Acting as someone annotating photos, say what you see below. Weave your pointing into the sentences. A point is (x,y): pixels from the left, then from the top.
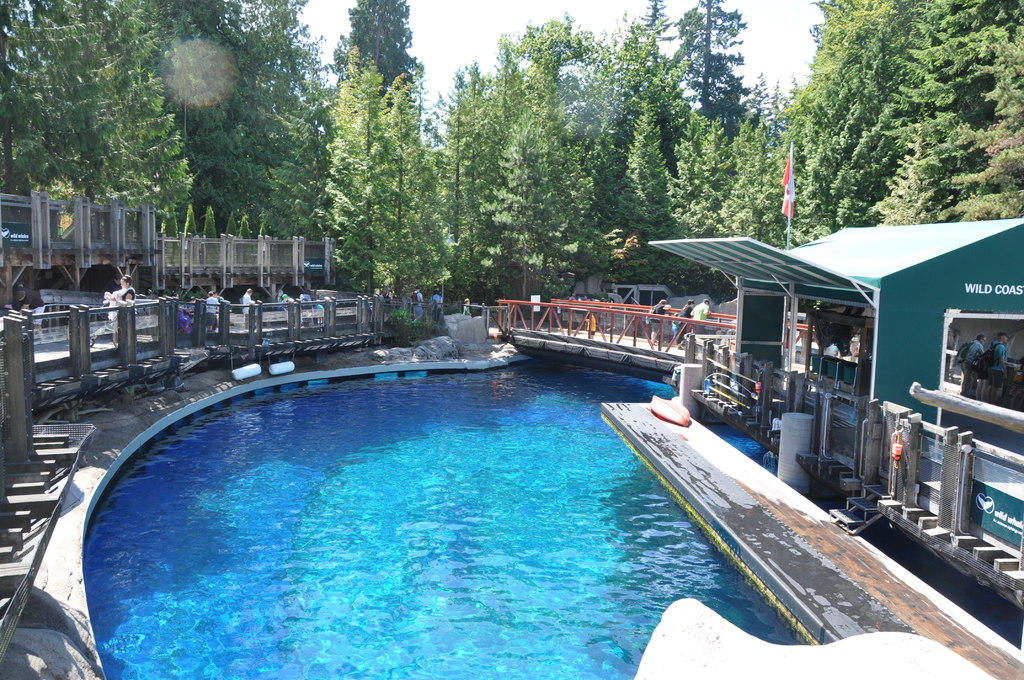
In this image I can see a pool (375,427) a bridge (554,331) on the pool (383,417) and some people (656,312) standing on the bridge (539,327). A walkway (330,312) a person (112,295) walking on the walkway (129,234). A shed (955,298) on the right hand side (916,316) and two people (1002,362) under the shed (904,326). I can see the trees (358,166) at the top of the image (898,122) beneath the sky (788,36). I can see a flag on the shed (771,253).
